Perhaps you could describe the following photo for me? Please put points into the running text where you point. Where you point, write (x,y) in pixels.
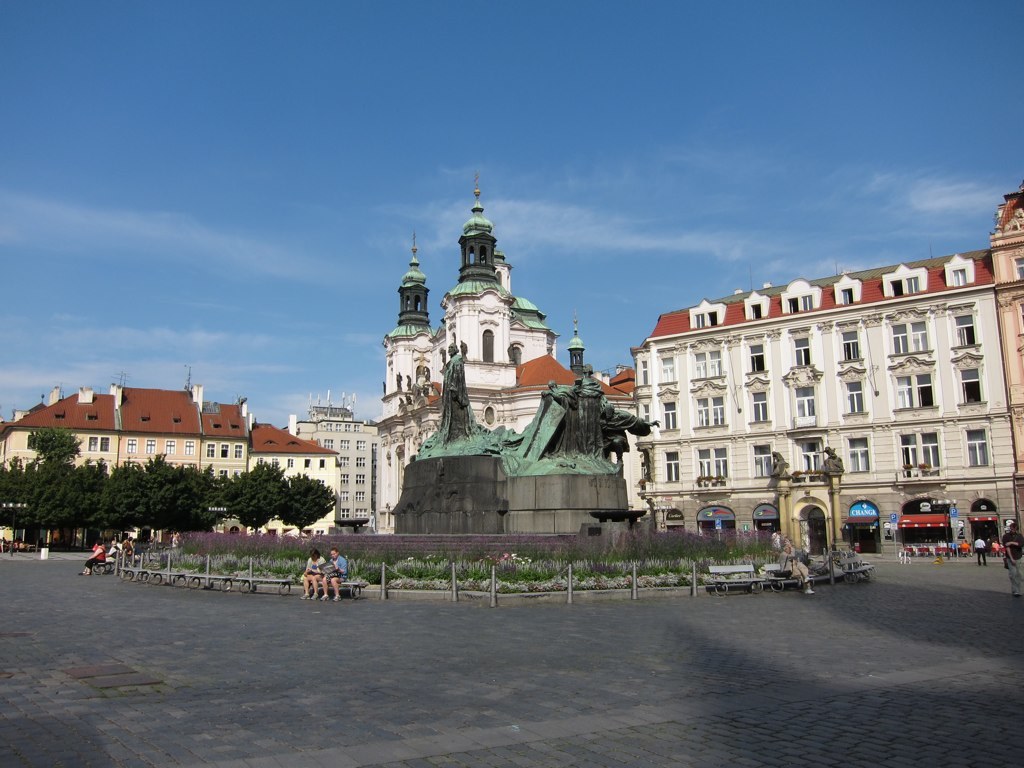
In this picture we can see a few people (120,551) sitting on the benches (769,572). There are a few poles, plants (611,573) and statues (548,488) are visible on the path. We can see a few people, tree (258,518) and buildings (852,328) in the background (862,338). Sky (358,346) is blue in color.
